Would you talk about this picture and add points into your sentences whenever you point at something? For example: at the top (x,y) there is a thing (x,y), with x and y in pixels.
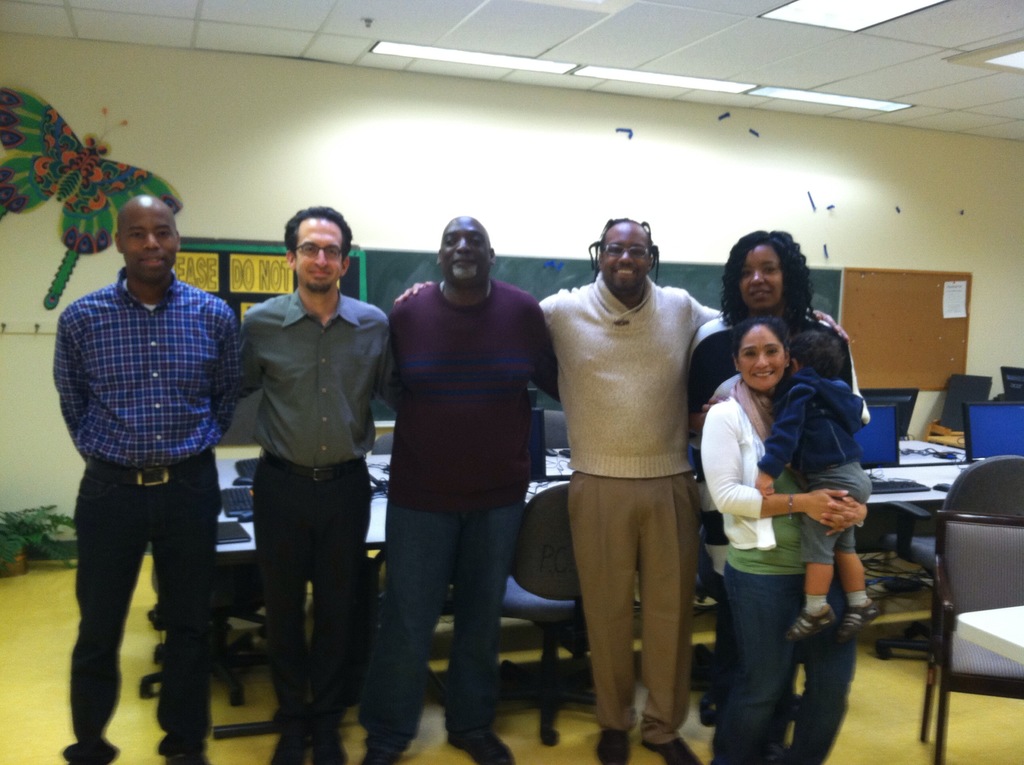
In the image we can see there are people (727,358) who are standing and at the back of them there is a wall (239,158) on which a charts (279,255) and notice board (859,321) is kept.
